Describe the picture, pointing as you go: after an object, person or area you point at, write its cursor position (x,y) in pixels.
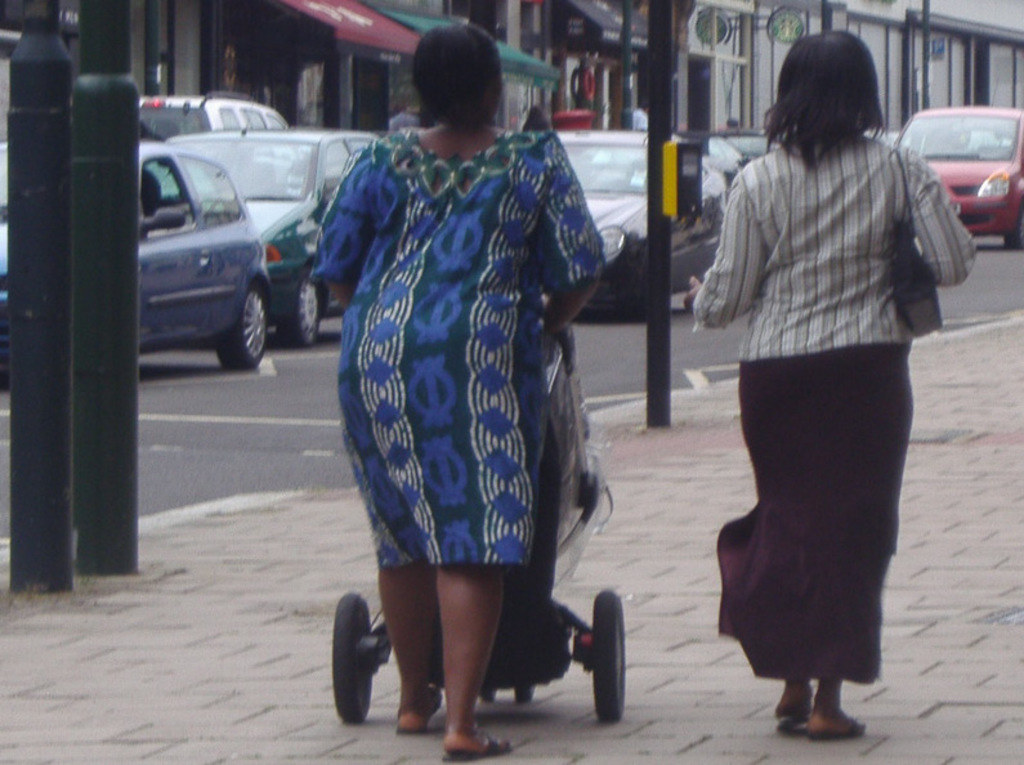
In this image there are buildings (704,46) truncated towards the top of the image (994,38), there are vehicles (1013,175) on the road (315,415), there are poles (666,68) truncated towards the top of the image (673,94), there is a person (786,214) wearing a bag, there is a person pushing an object (536,610).
